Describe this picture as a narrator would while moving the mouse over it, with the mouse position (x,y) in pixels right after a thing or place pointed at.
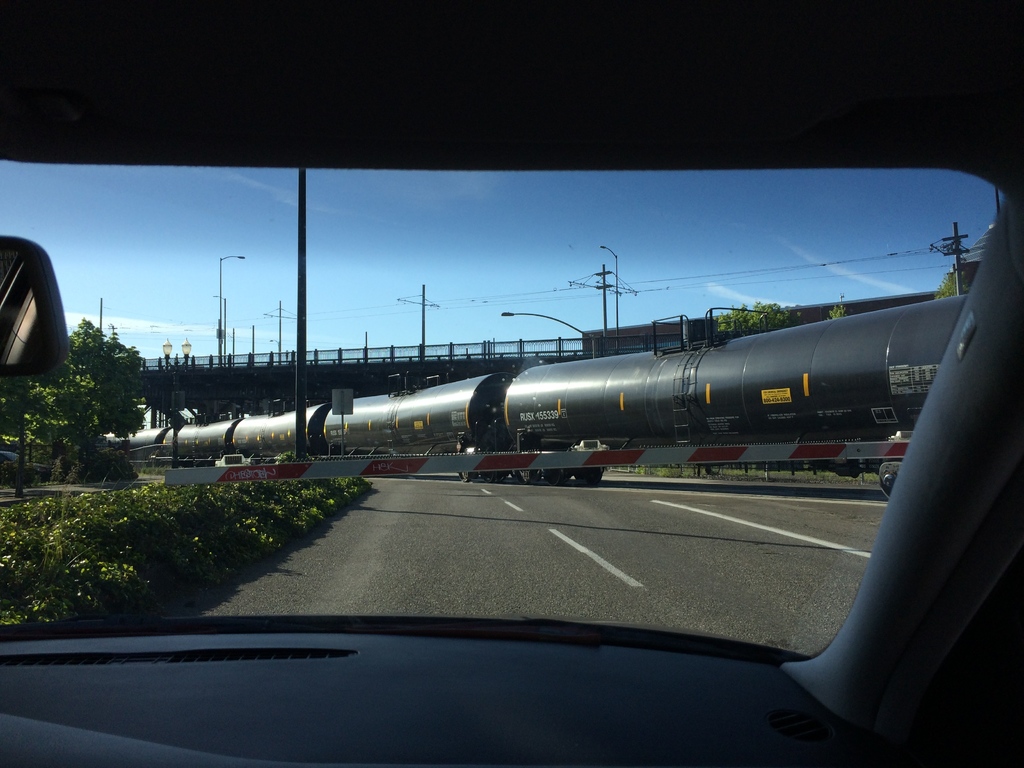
In this image I can see inside view of a vehicle (50,273) in the front (915,751). In the background (392,571) I can see a road (468,552), a barrier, number of plants (57,548), few trees (67,452), a train (598,380), number of poles (177,409), few lights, few wires (700,286), clouds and the sky (369,334).
